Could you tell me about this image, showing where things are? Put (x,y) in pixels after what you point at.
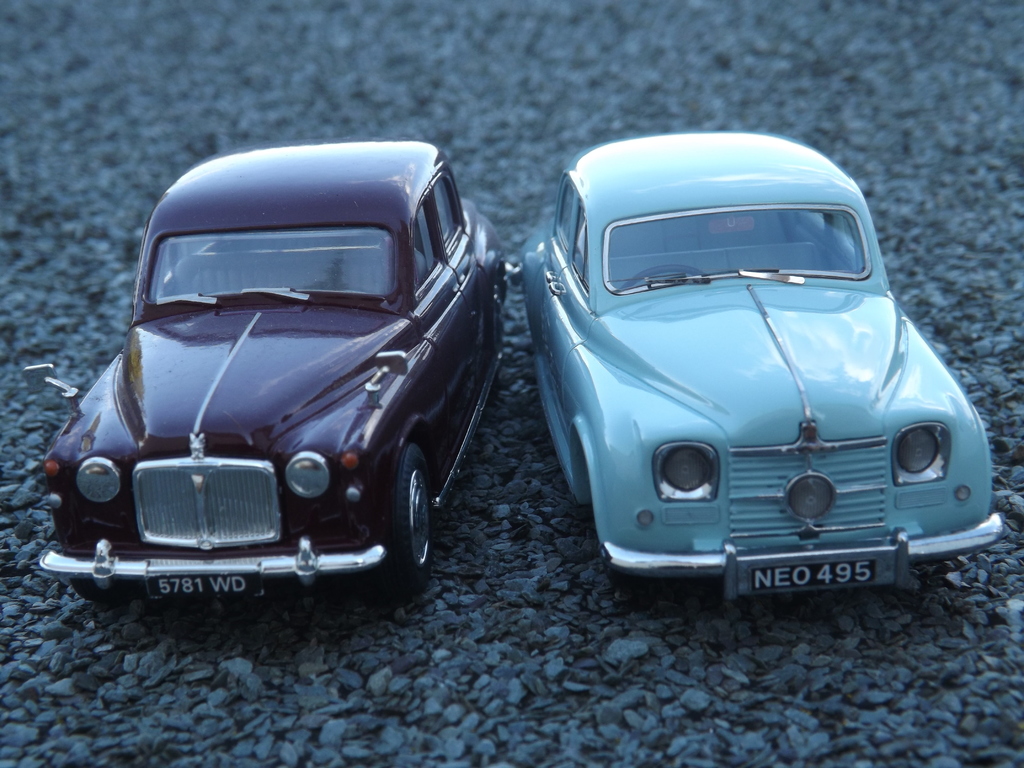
In the image there are two cars (613,521) on the land (515,710) with stone gravels (40,292) on it.
